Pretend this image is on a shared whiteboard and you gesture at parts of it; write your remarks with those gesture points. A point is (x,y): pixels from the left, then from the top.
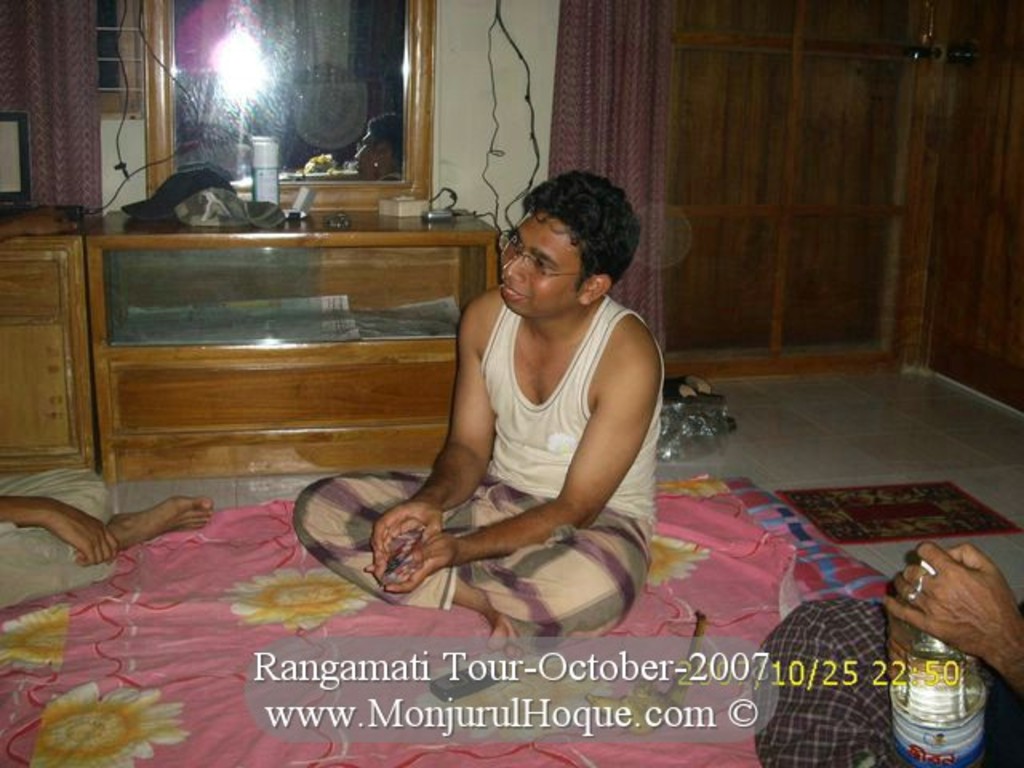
In this picture there is a Indian man (549,591) sitting on the ground (392,602) with colorful bed sheet (408,626). Behind there is a mirror table (401,269) and purple color curtains (628,111). Beside there is a wooden door (817,91). In the front side (921,700) there is a man (880,719) sitting and holding the bottle (920,687). On the front (887,683) bottom side there is a small quote (696,654) and dates (558,668) are mentioned.
